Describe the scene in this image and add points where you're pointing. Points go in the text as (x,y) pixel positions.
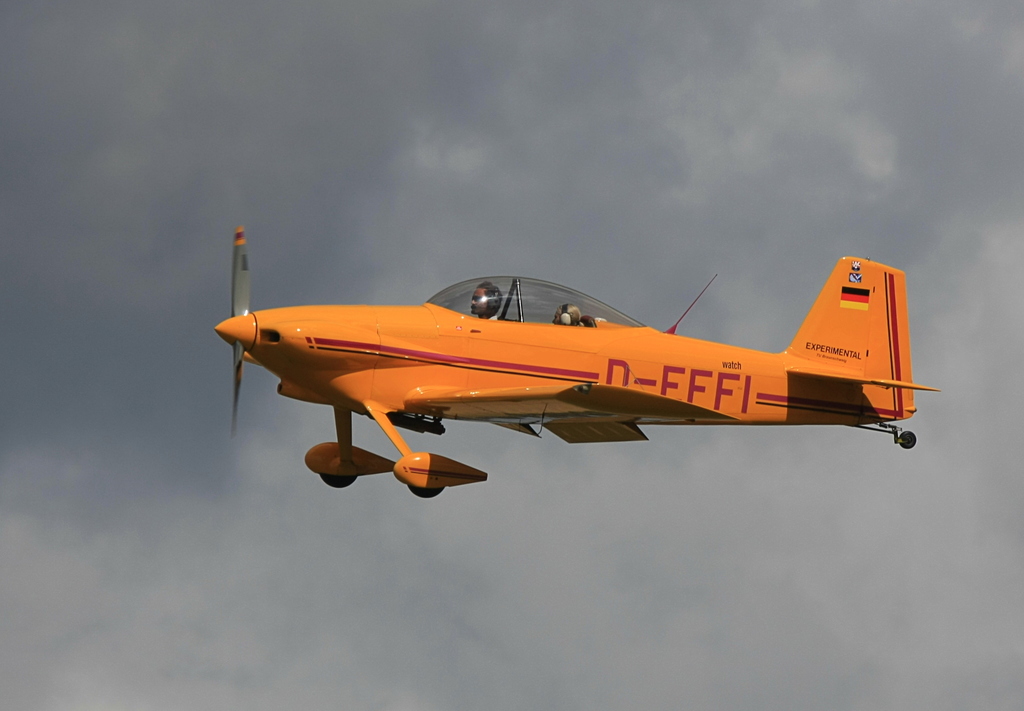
In this image we can see two persons (579,321) sitting in an airplane (490,362) flying in the sky (758,440).
